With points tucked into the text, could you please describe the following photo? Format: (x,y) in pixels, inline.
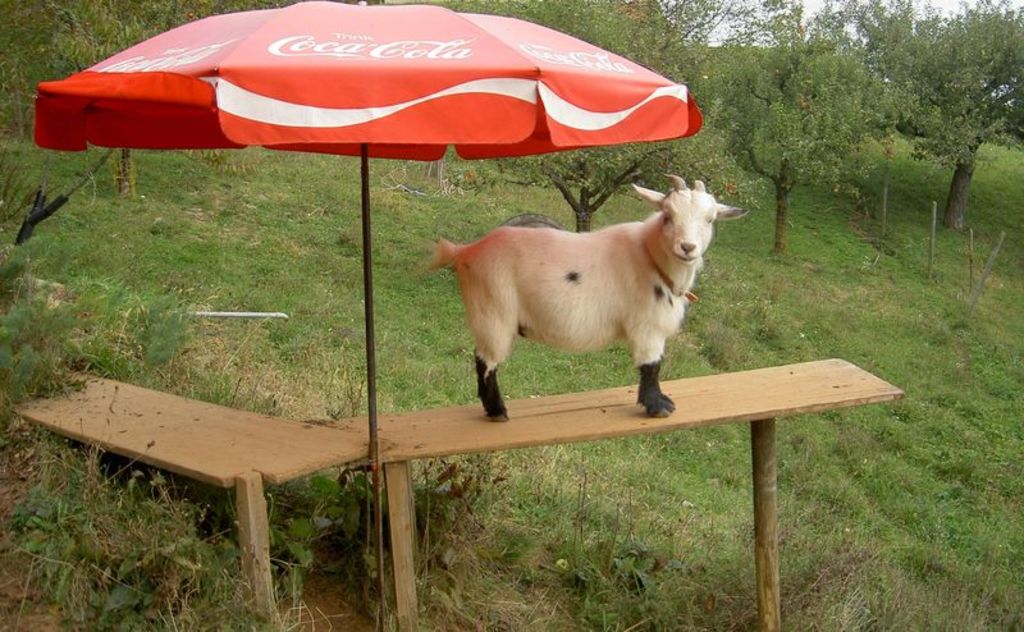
In this picture we can see two table (321,455) and one umbrella (359,110) which is printed on the table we can see the goat (587,294) back side we can see some trees (802,145) and grass (814,280).
